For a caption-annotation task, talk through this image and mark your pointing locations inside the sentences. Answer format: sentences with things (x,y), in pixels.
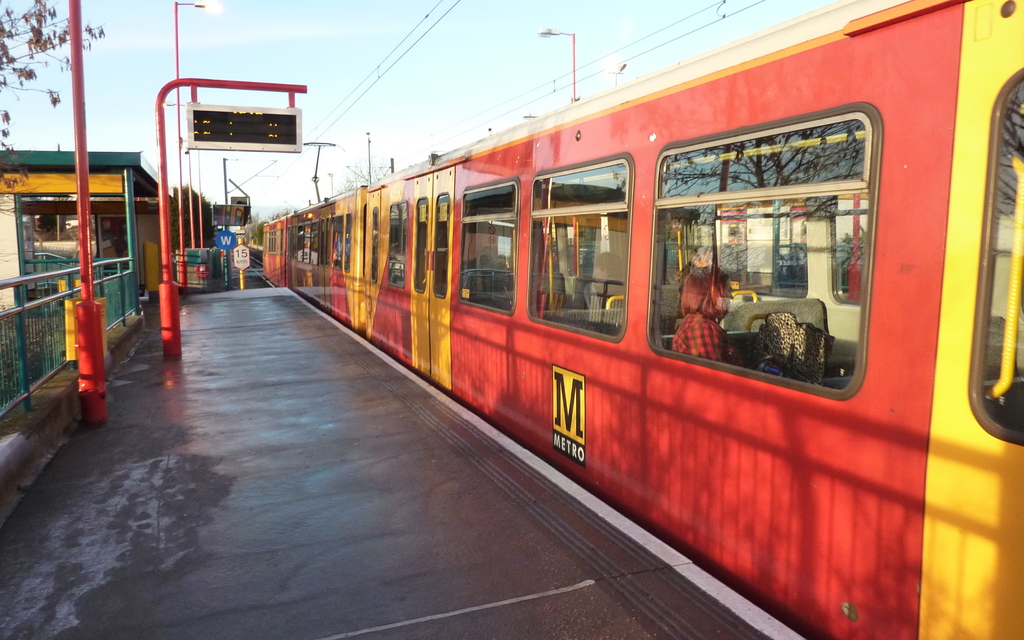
In this image we can see a train (634,263). Inside the train (747,313) a person (715,308) is sitting. Also there is a platform (250,424). On that there are poles (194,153). And there are boards (225,242). And there is a railing (58,311). On the left side (14,69) we can see branches (1,44) of a tree (32,35). In the background (246,37) there is sky (329,43). And there are light poles (216,11).
